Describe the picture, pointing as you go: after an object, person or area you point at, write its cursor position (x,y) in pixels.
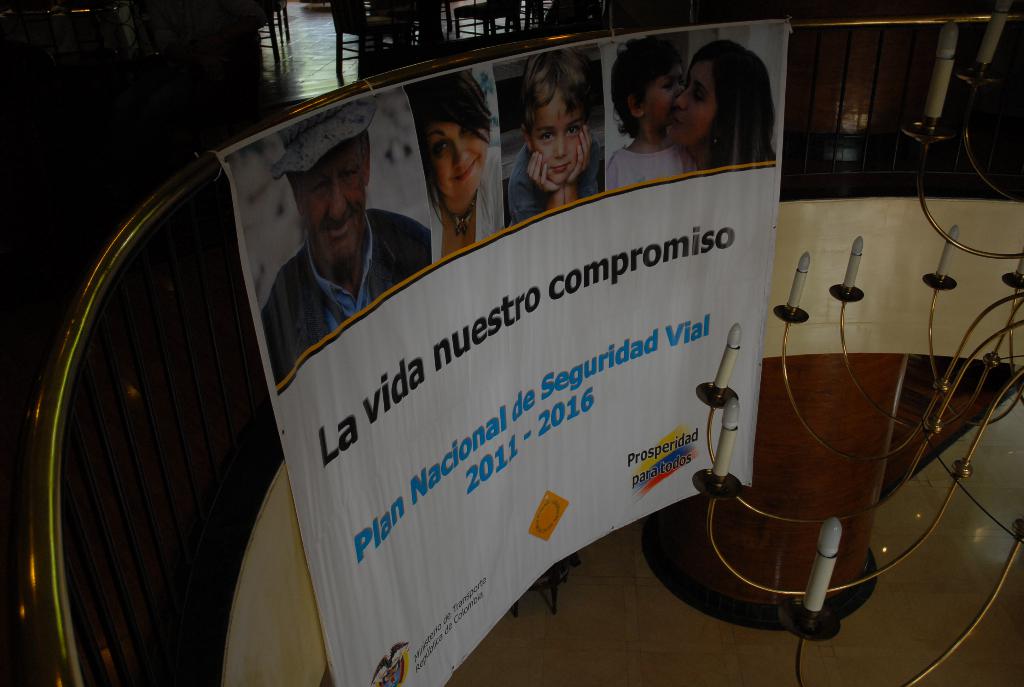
In this image we can see a fencing (145,584) to which there is a banner (510,378) in which there are some pictures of people (493,198) and something written on it and also we can see some lights (710,457).
